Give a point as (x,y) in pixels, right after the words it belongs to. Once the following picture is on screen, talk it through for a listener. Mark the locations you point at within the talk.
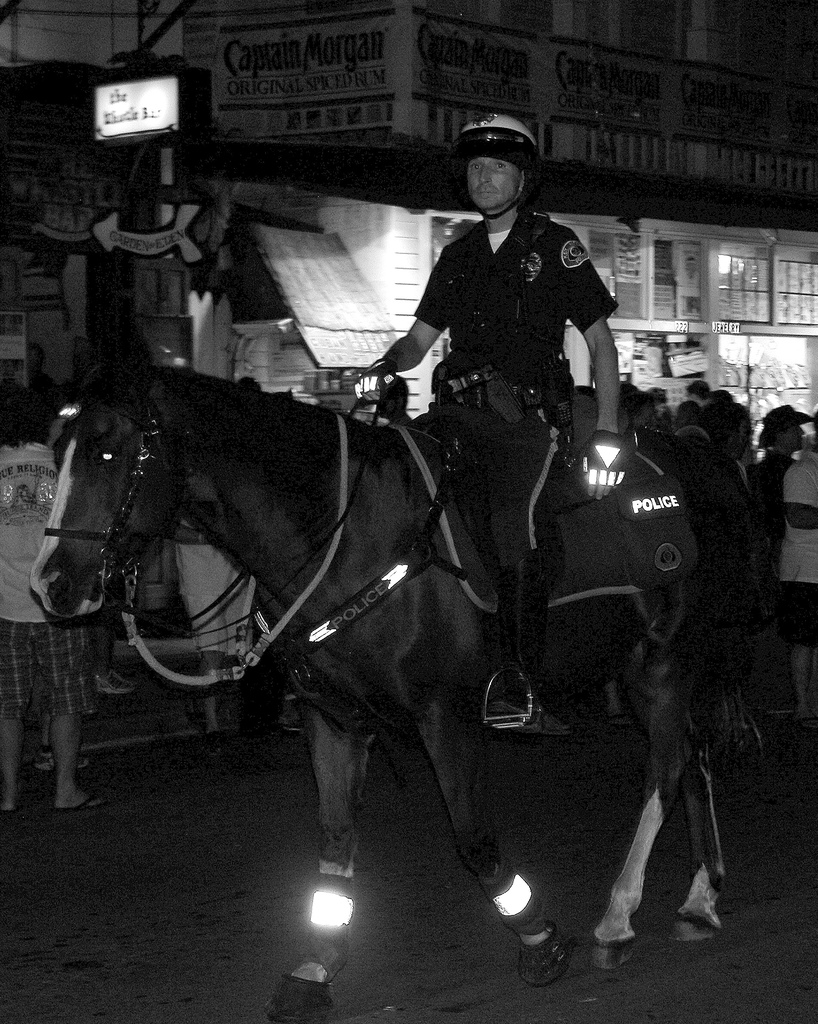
The image is outside of the city. In the image there is a man (544,308) sitting on horse (346,532) and riding it. In background (67,723) we can see a group of people (791,462) standing and walking and also a buildings (325,209), hoarding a window (729,298) which is closed.
